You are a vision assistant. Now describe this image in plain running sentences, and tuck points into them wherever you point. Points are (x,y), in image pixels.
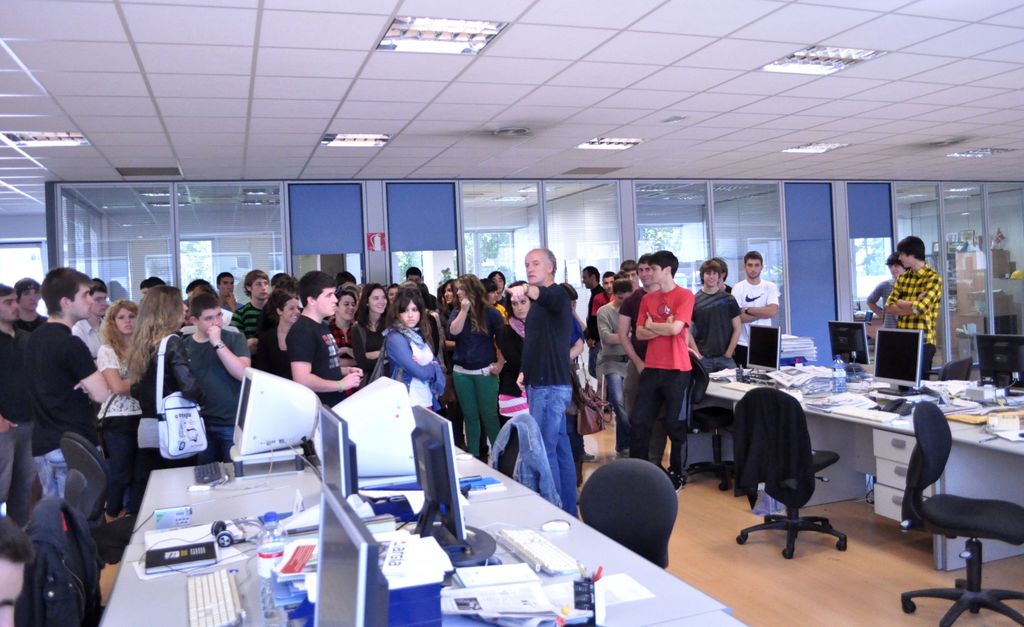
In this image there are many people (399,323) standing. In the middle there is a man (566,355) he wears black t shirt (558,343) and trouser (561,427). On the right (916,297) there is a man (916,297) he wears checked shirt (919,294) and trouser (927,361). In the middle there are many tables (902,397), chairs (601,520), systems (373,563), computers (426,532), keyboard (515,547), mouse (552,531) and bottle (834,387). In the background (732,238) there is window (669,227), light (614,144) and glass (483,230).
